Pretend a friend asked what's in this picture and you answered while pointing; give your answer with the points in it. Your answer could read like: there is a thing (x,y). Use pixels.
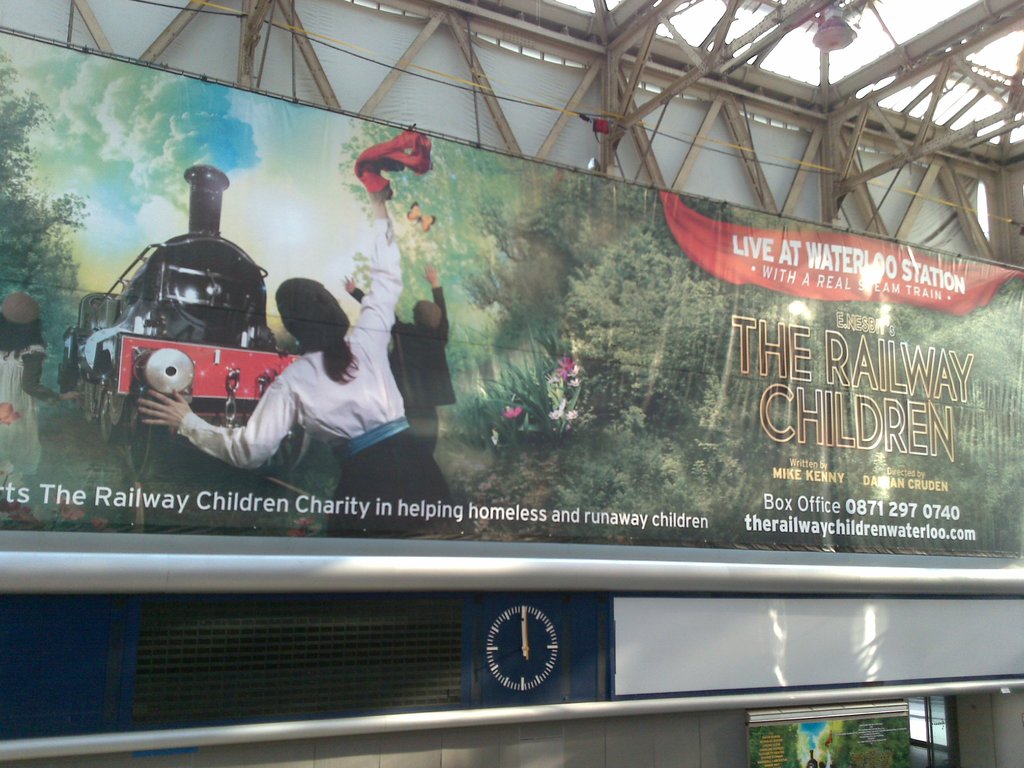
In this image, this looks like a hoarding (742,281). I can see the picture (189,273) of a train (184,286) on the track (181,487) and three people (350,364) standing. These are the trees (660,352) and the letters (763,338) on the hoarding (751,525). These look like the iron pillars (938,132). At the bottom of the image (790,722), that looks like a banner (839,743).
